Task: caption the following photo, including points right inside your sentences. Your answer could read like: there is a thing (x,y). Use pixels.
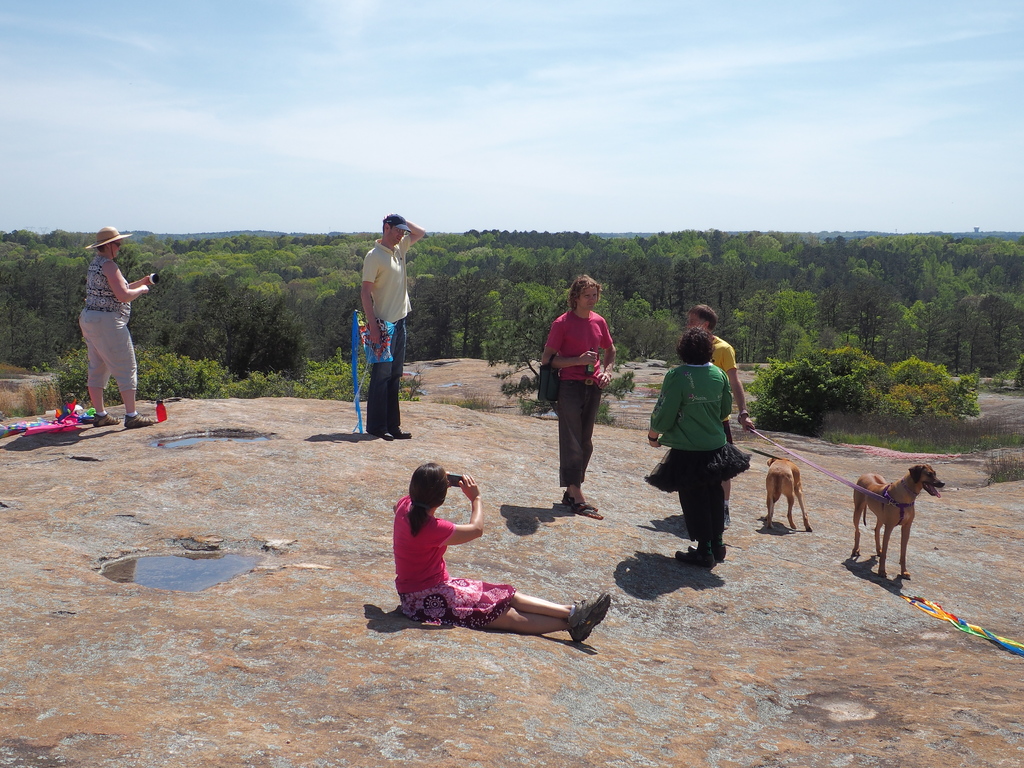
In the picture we can see a rock surface (541,524) on it, we can see some people (380,273) are standing and one woman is sitting and capturing their pictures with a camera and one person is holding dogs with belts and behind them, we can see some plants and full of trees (498,305) and behind it we can see a sky (620,156) with clouds (511,114).
